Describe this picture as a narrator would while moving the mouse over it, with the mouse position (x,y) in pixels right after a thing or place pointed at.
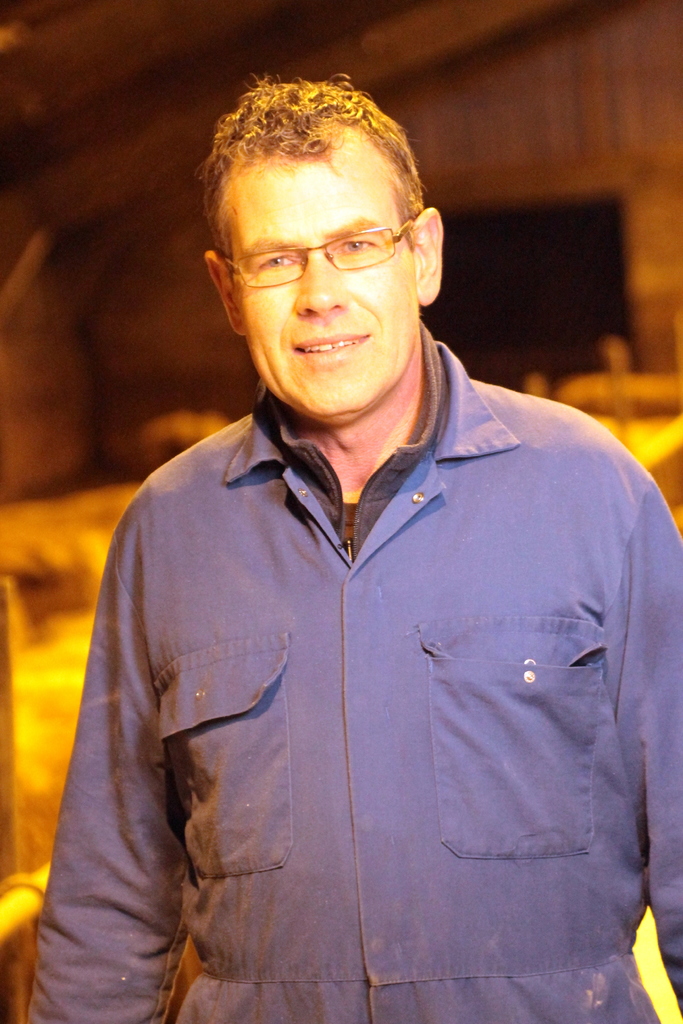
In this image we can see a man (322,598) smiling.
